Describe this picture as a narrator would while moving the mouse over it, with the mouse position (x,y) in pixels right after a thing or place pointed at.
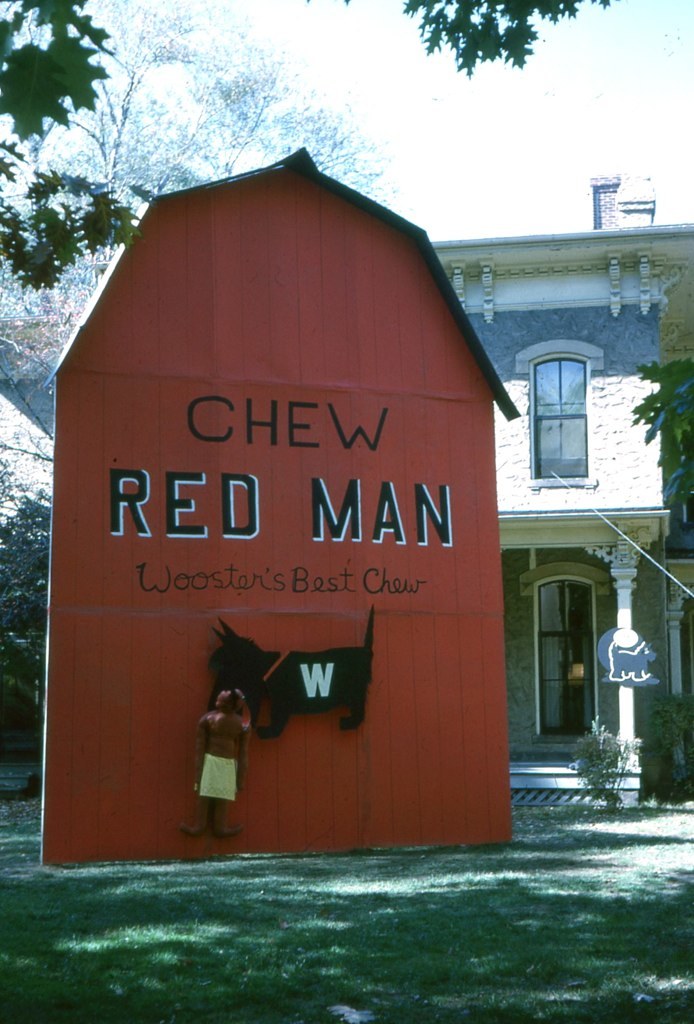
In this image we can see boards (499,792), building (662,583), pillar (620,592), plants (612,760), trees (199,114) and sky (544,120). In this image land (503,885) is covered with grass (469,935). We can see images (227,714) and something is written on the red board (279,560).
